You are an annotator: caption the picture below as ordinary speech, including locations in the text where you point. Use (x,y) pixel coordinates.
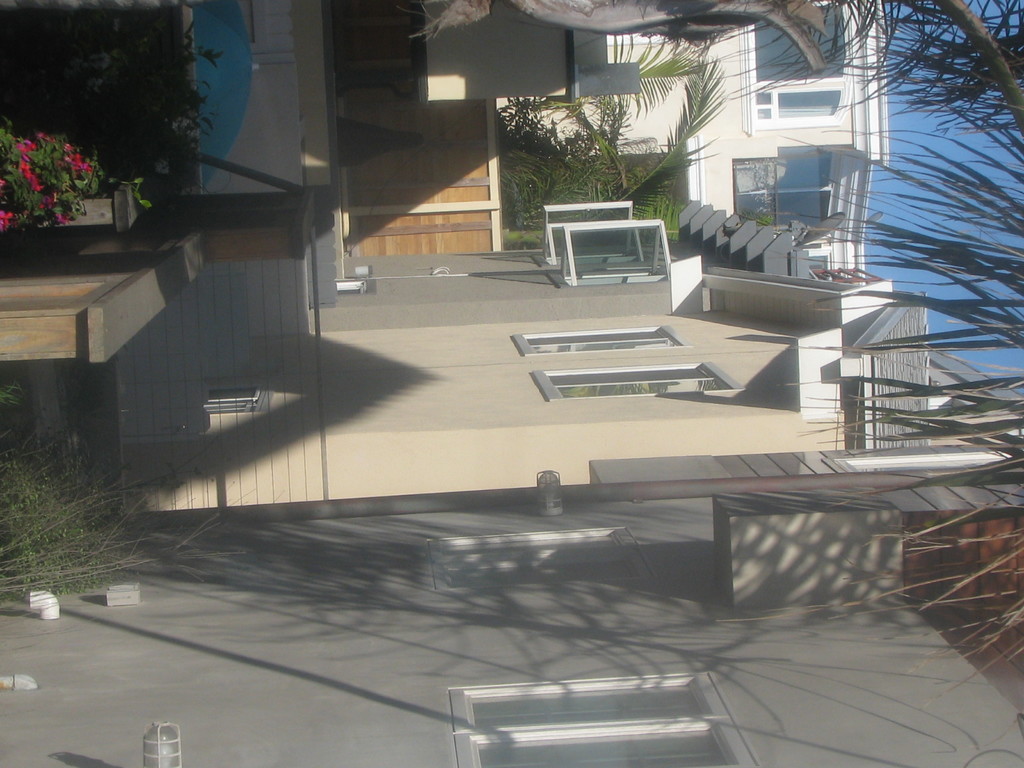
It is an inverted picture, there are beautiful houses (518,414) in a row and to one of the house (583,292) the windows (582,232) are open and beside the houses (307,347) there are beautiful trees (138,163).
